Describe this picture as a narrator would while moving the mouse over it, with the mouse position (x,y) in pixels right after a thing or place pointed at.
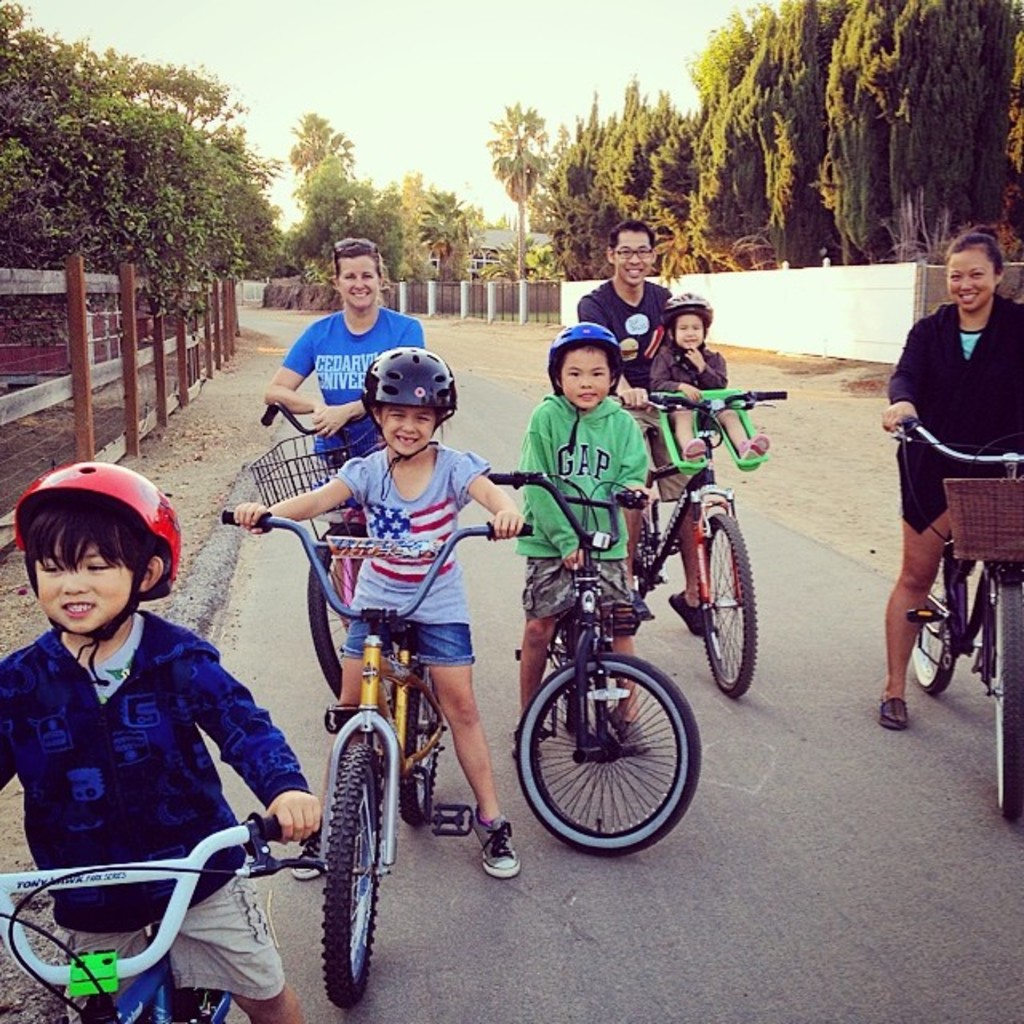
In this image there are group of people (433,665) who are sitting on a cycle (377,639) and on the background (390,224) there are trees (124,187) and sky (448,74) is there. On the left side (162,387) there is a fence (120,320) and on the right side (833,313) there is a wall (763,305).
